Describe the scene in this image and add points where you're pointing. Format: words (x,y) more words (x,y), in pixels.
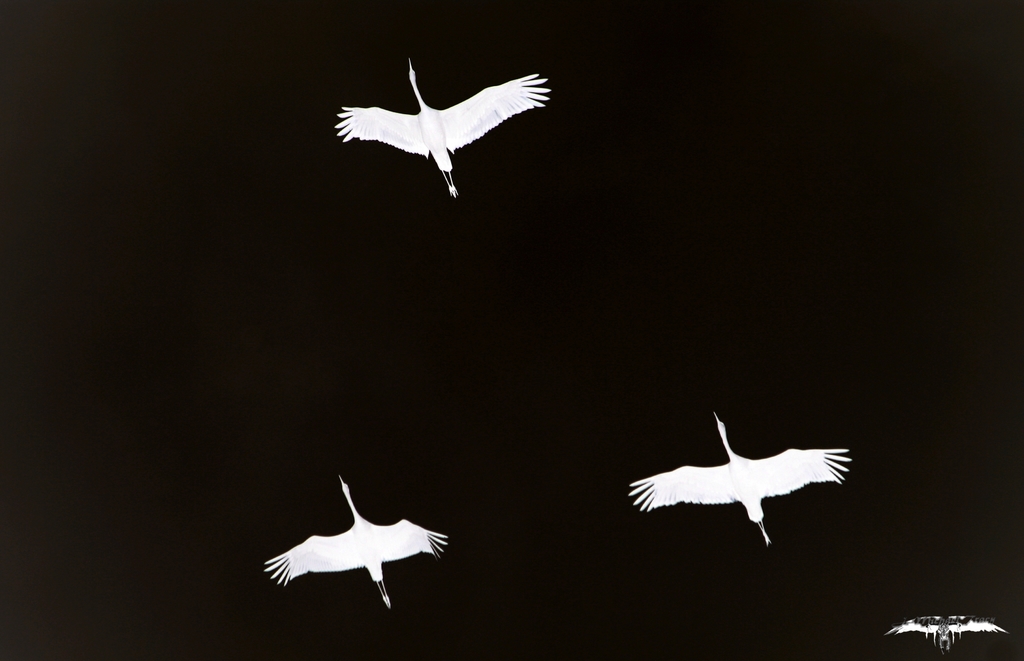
Here we can see birds (770,479). Birds (770,479) are flying in the air (438,372). Background (581,305) it is dark.
